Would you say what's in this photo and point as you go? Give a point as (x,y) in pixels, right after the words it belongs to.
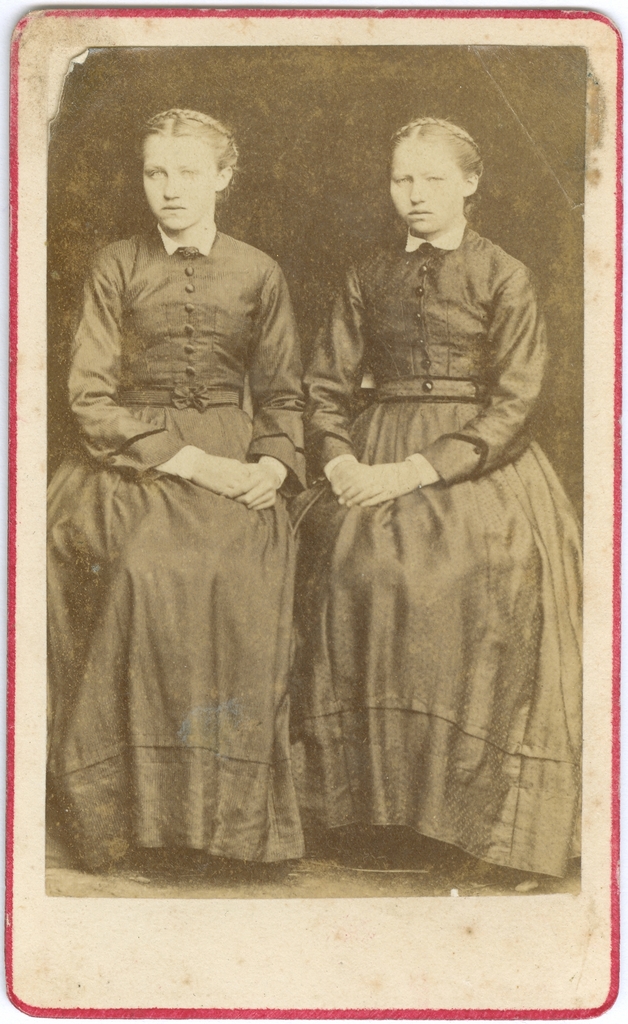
This is an old black and white image. I can see two women (248,475) sitting. This looks like a red border (517,1017).
